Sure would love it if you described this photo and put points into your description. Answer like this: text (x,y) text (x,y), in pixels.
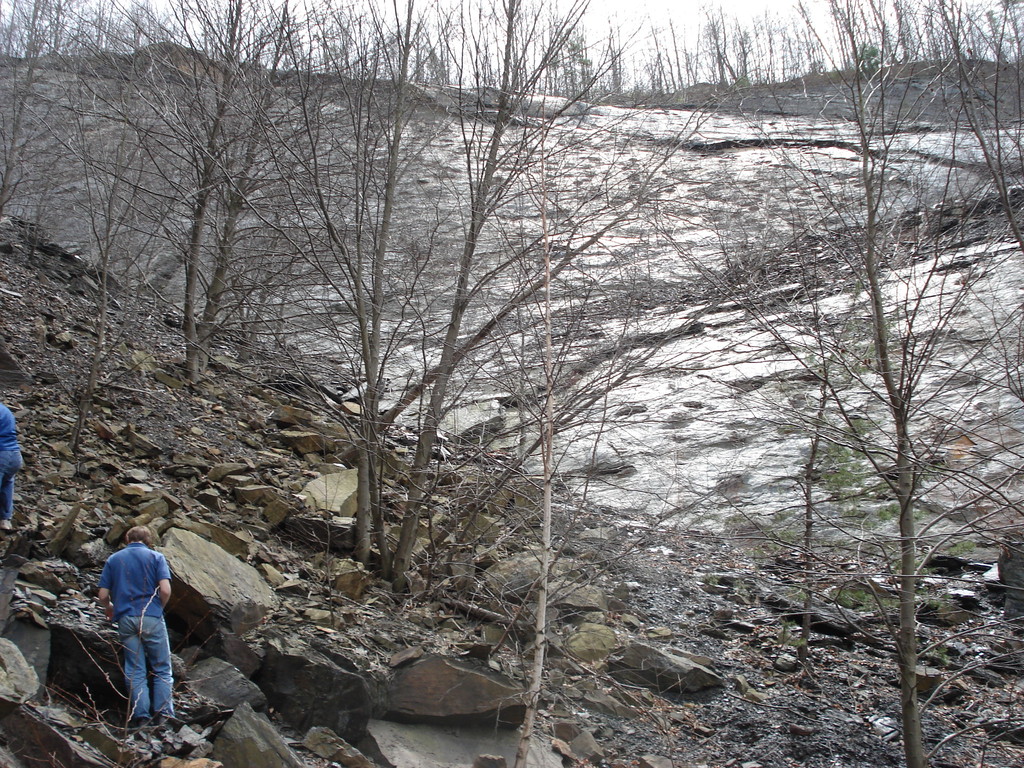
In the bottom left corner (160,681) there is a man (169,671) who is wearing blue t-shirt (131,580), jeans (139,690) and shoe (129,728). He is standing near to the stones (201,655). Beside him there is another man (3,519) who is wearing the same dress (2,424). On the right (891,565) we can see the trees (394,409). In the background (460,147) we can see mountain (435,212) and rock (772,119). At the top (745,8) there is a sky (606,62).
